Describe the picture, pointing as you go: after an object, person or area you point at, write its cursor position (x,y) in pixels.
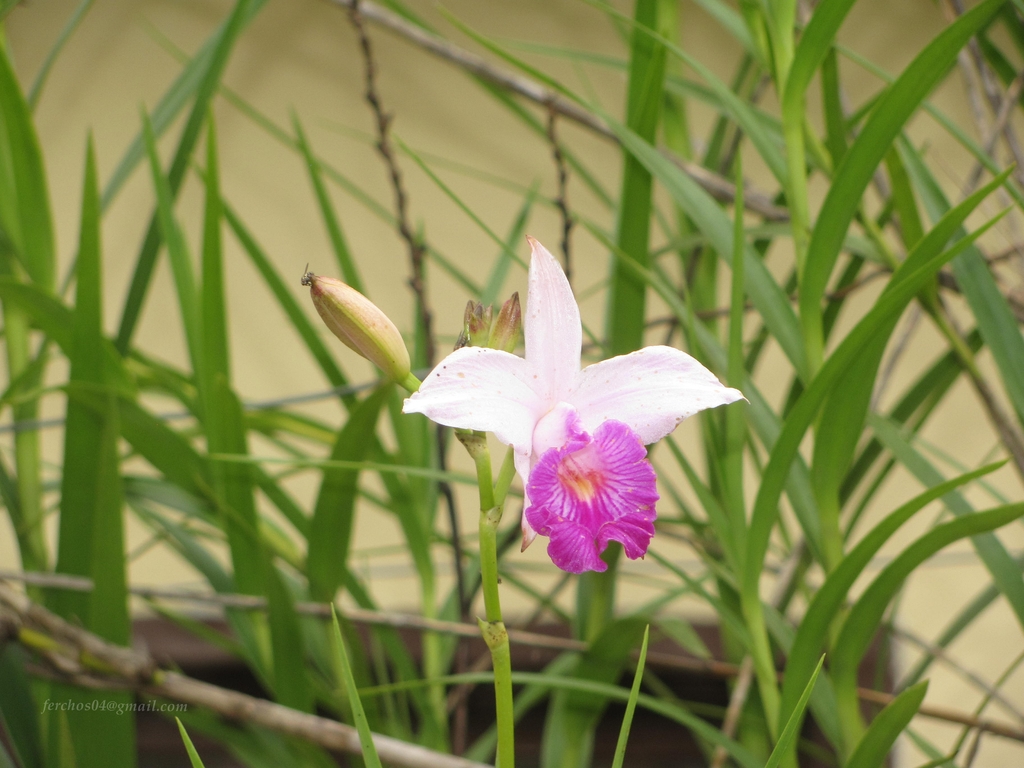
In this picture I can see a flower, there are buds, there are leaves (199,318), and there is blur background (882,20) and there is a watermark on the image.
